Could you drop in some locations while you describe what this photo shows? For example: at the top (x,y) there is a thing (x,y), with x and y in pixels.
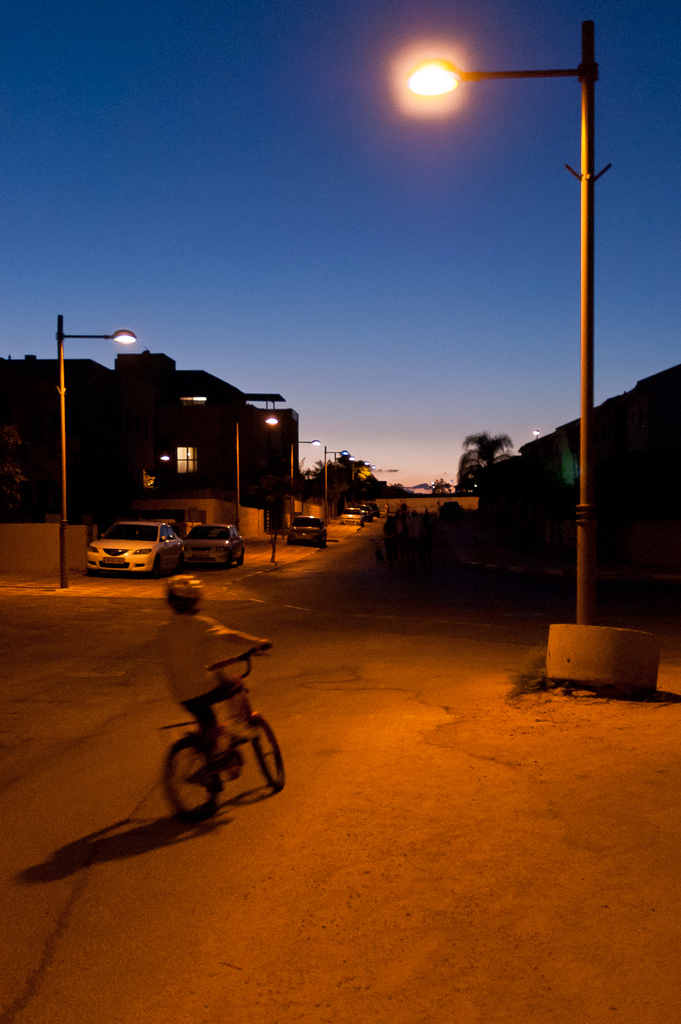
This is a boy (178,655) riding bicycle (206,780) on the road (289,705). I can see the street lights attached to the poles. These are the cars (303,539), which are parked. This looks like a building (196,448) with a window (189,469). I can see the trees (489,455).
